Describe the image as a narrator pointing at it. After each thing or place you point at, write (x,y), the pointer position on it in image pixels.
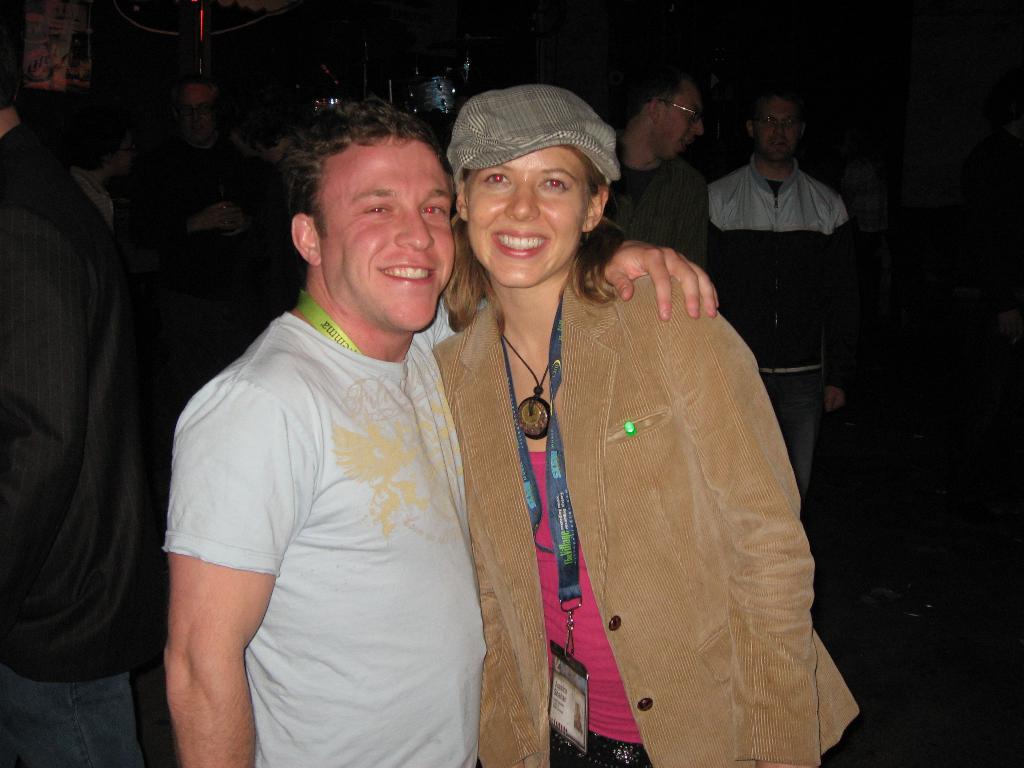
In this picture we can see the group of people (286,168) standing on the ground (943,502). In the foreground (598,396) we can see a woman (480,197) wearing a blazer (656,481), hat (557,113), smiling and standing. On the left (329,383) we can see a man (368,347) wearing t-shirt (354,440), smiling and standing. In the background (404,77) we can see some other objects (207,50).
